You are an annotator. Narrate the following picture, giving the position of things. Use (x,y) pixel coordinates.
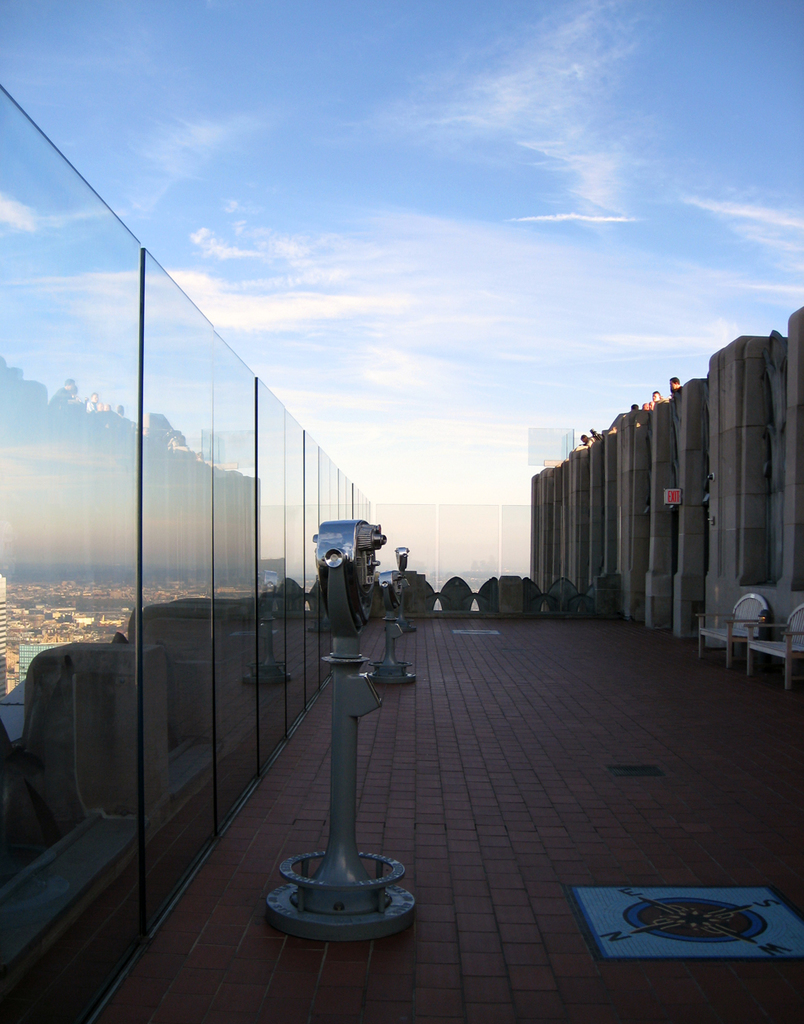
In this picture I can see buildings (601,552) on the right side (579,501). I can see glass (193,472) on the left side (47,428) from the glass (65,617) I can see buildings (21,591), couple of chairs (764,643) on the right side (751,635) and looks like a telescope (344,792) in the middle of the picture (366,597) and I can see a blue cloudy sky (457,256).
